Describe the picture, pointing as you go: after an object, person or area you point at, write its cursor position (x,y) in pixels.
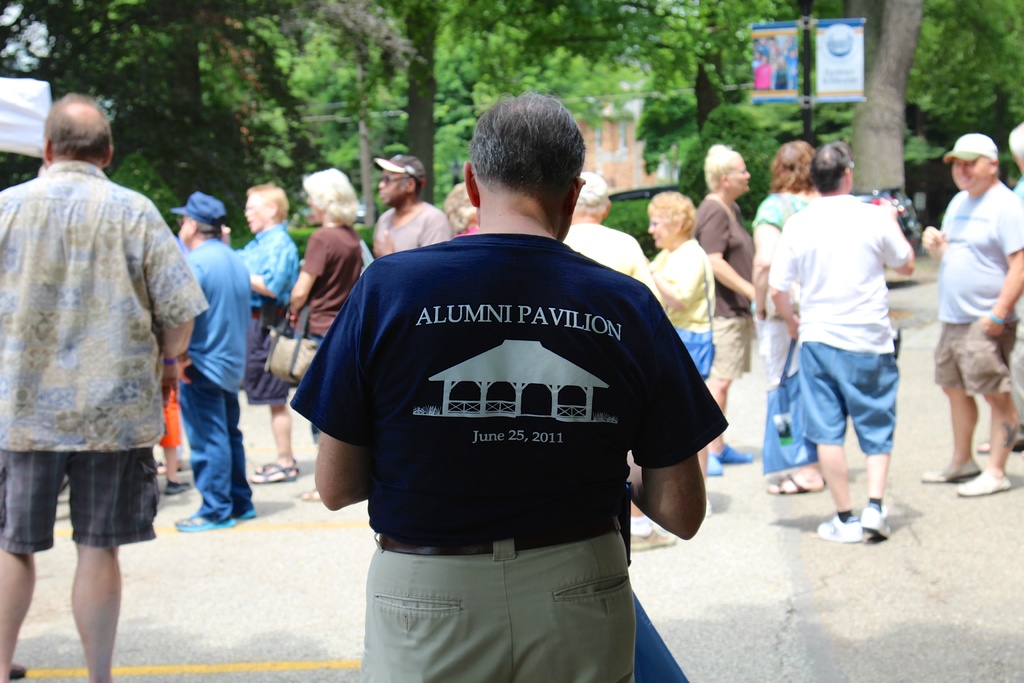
In this picture we can observe some people (622,265) standing. There is a person (431,314) wearing a blue color T shirt (539,438). There are men (178,255) and women (450,195) in this picture. In the background (295,206) there are trees (568,95). We can observe two posters (782,57) here.
